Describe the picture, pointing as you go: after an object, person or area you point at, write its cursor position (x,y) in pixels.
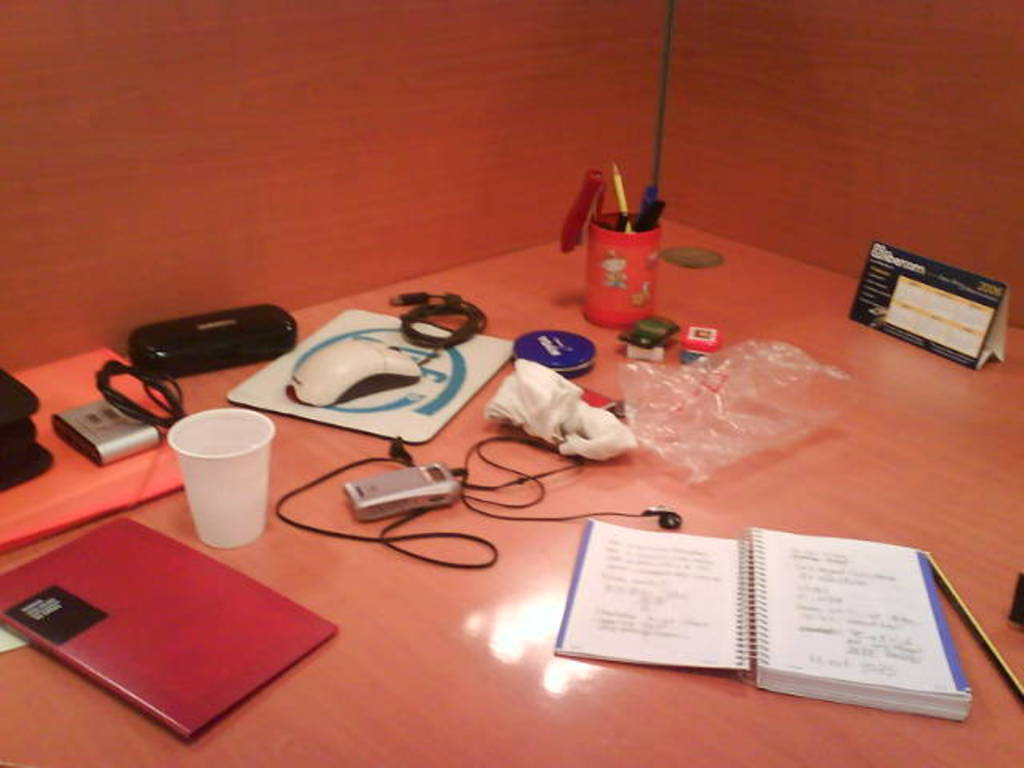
As we can see in the image there is a table (904,716). On table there is a camera (81,423), box (198,332), glass (228,484), book (612,641), wires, mouse (345,376) and a calendar (961,295).
